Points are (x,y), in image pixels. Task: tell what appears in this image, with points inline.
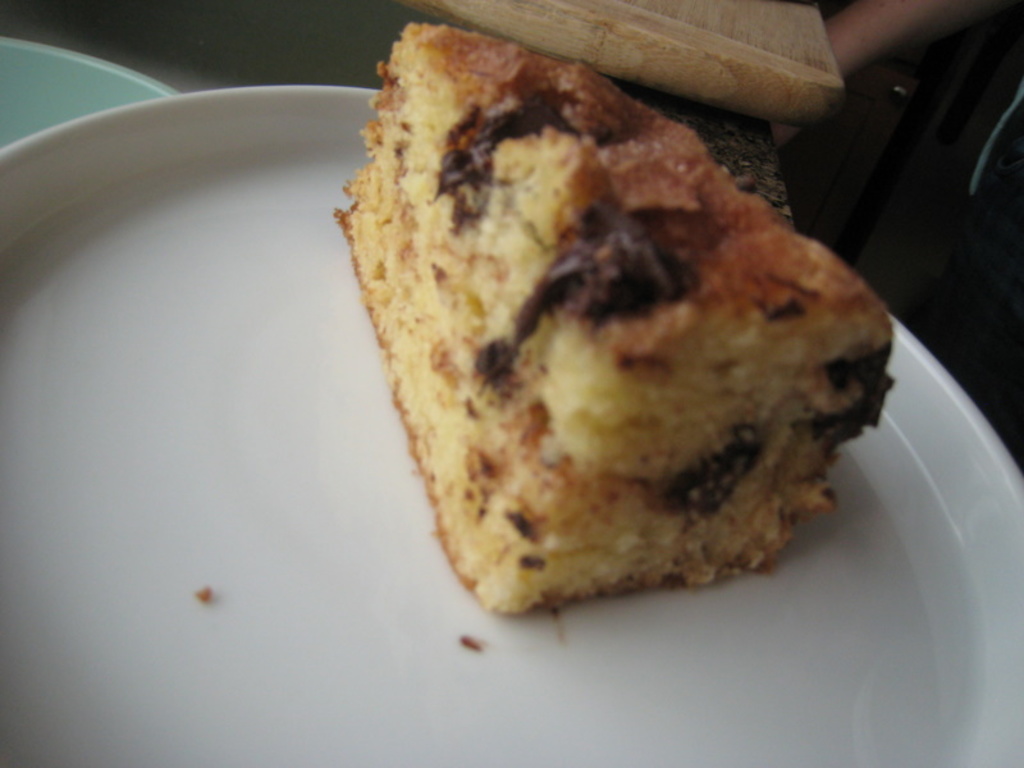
In this image we can see a cake (601,332) on a white color plate (160,258). In the background of the image (648,33) there is a wooden object (688,57).
